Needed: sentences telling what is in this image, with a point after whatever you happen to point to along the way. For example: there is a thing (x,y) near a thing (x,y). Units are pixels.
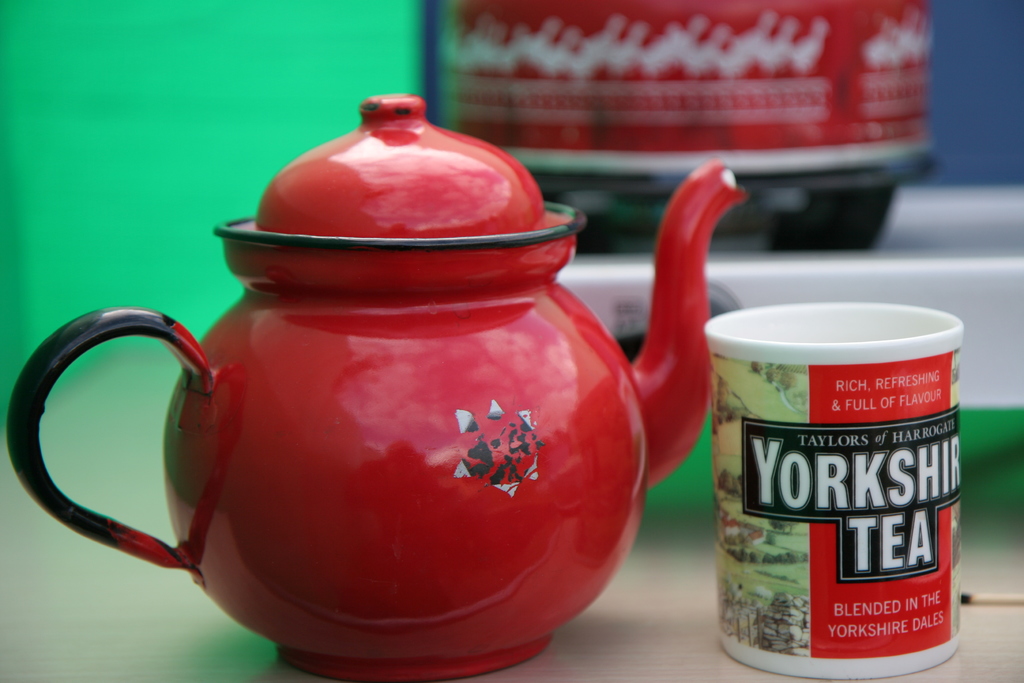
In this image we can see a teapot (521,388) and a mug (830,439). There are some objects (725,108) behind teapot (447,425).
